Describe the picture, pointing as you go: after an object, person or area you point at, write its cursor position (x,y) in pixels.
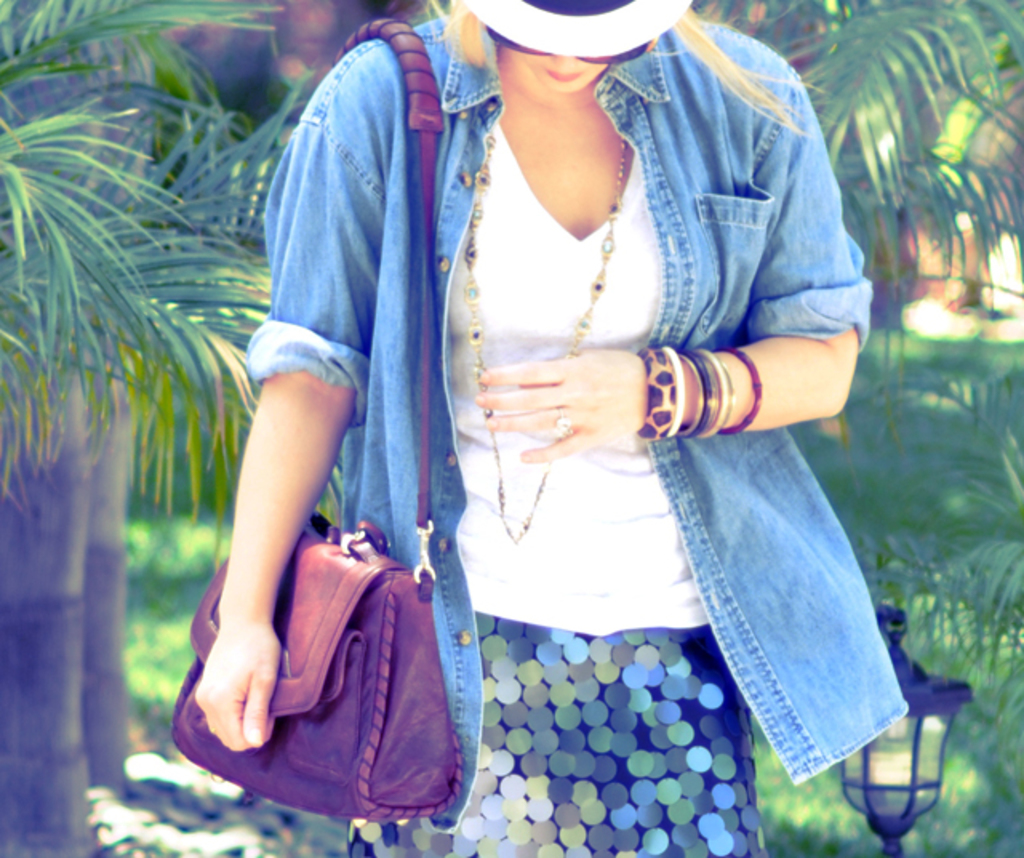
The woman (670,264) is highlighted in this picture. She wore blue jacket (669,219), white t-shirt (549,273), bangles (703,391), chain (596,283) and skirt (621,726). She is carrying brown bag (403,631). Far there are trees (847,53) in green color. Grass (944,380) is in green color. The lantern lamp (900,726). The woman (566,73) looking downwards.
